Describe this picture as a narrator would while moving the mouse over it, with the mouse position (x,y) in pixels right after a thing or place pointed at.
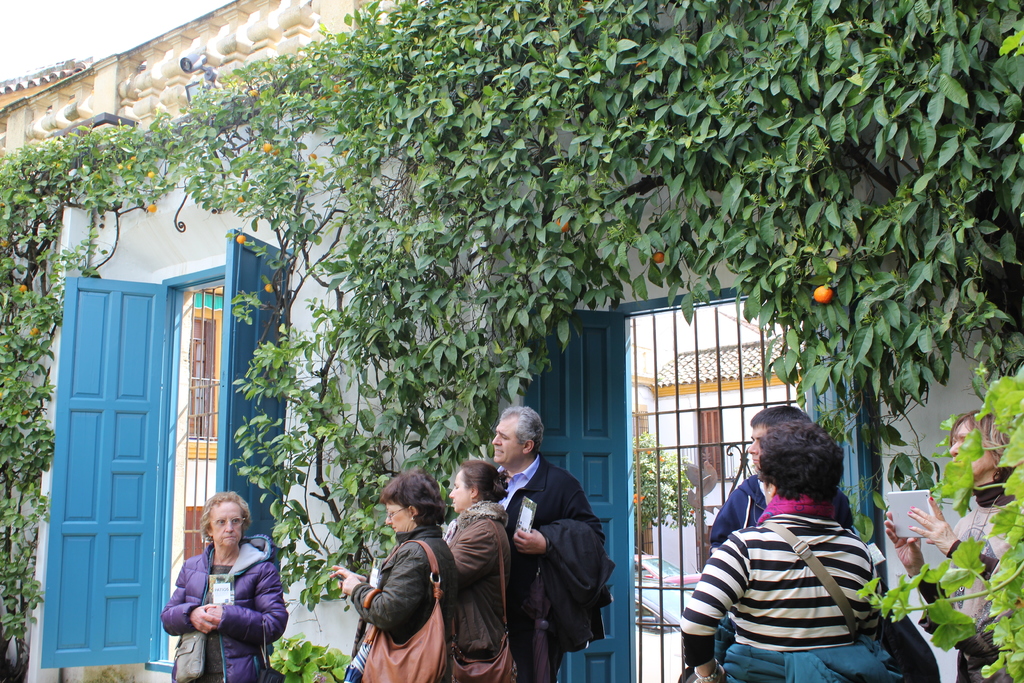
In the center of the image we can see a few people (456,589) are standing and they are in different costumes (730,562). Among them, we can see a few people (918,540) are holding some objects (879,550) and a few people (733,590) are wearing bags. In the background (262,267) there is a building (161,247), windows (189,366) and some objects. On the building (80,231), we can see creeper plants (345,198).
